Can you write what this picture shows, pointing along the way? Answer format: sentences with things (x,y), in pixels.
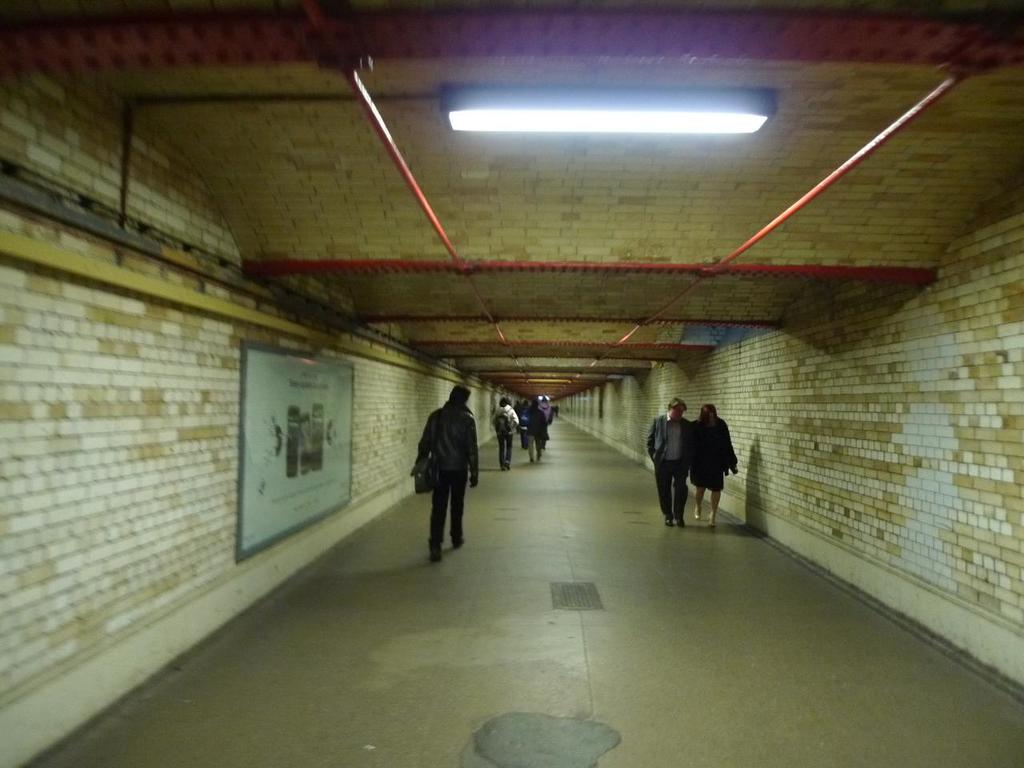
This image is taken in a subway (162,665), which consists of a group of people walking and on the left wall (263,575) there is a poster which has images (315,459) and text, there are lights (483,115) on the roof (562,273).
